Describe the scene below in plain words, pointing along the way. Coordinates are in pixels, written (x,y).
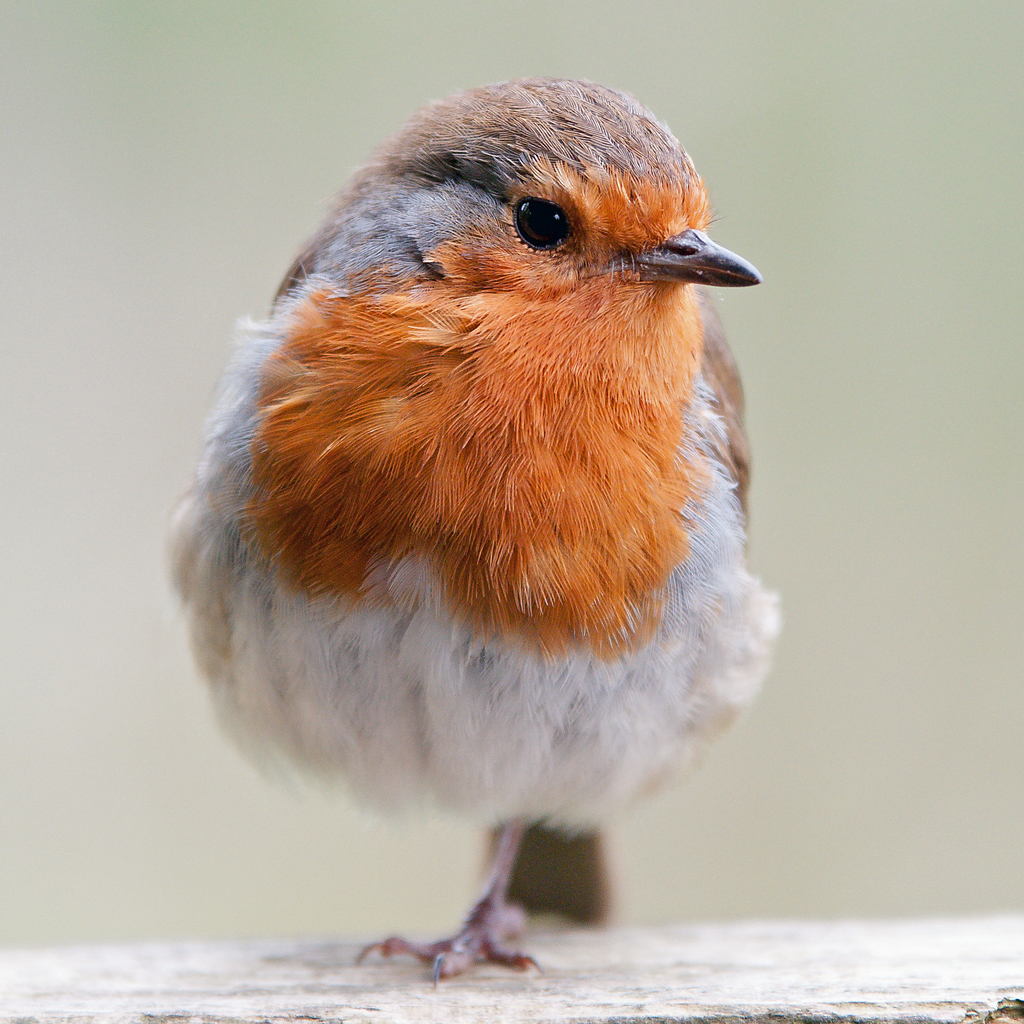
In this image there is a bird (489,472) on a surface (316,979) that looks like a wall (442,1007), the background of the image (280,152) is white in color.
